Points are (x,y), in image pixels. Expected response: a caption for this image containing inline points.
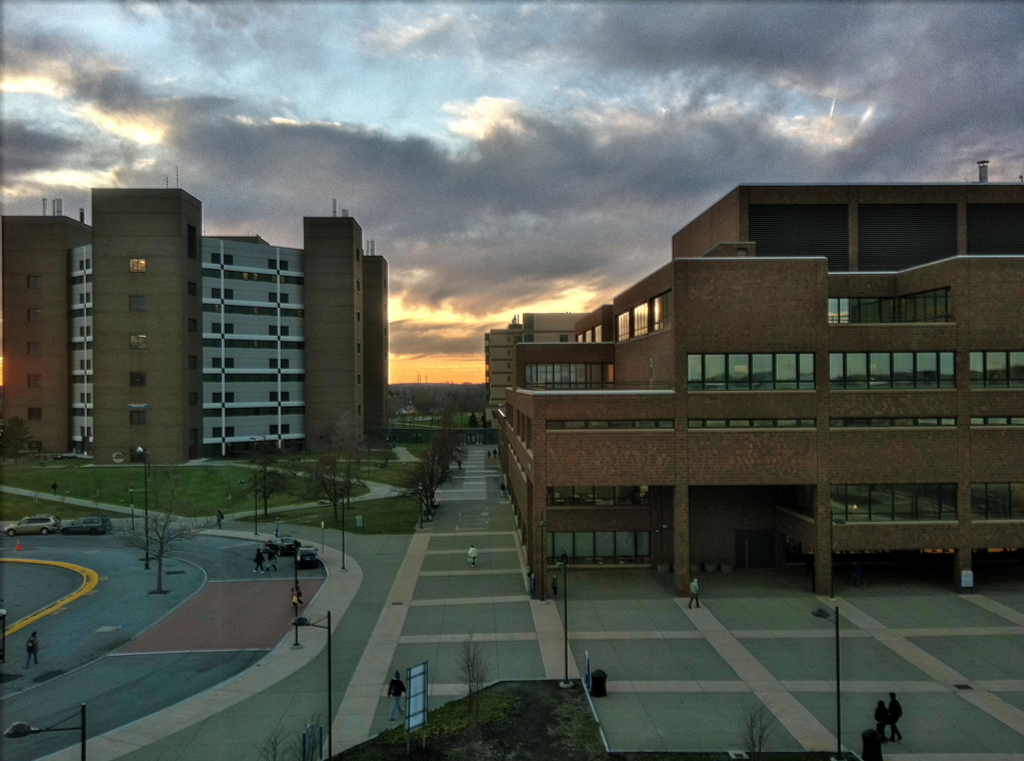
In this image, we can see a few buildings (54,356) with walls (372,343), windows (137,381), pillars (966,468) and glass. At the bottom (407,742), we can see few trees (174,528), grass (281,495), poles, vehicles (36,528), few people (395,696), board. Background there is a cloudy sky (506,157).
